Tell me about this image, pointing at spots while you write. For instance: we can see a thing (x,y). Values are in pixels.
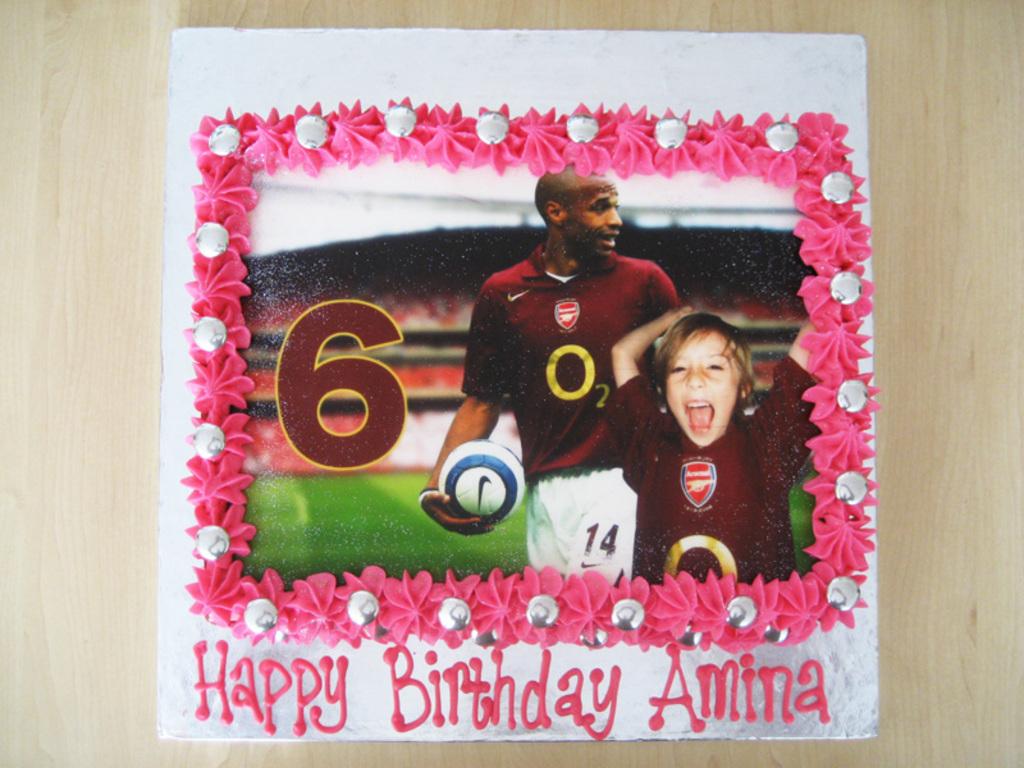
In this image I can see the cream colored surface (96,321) and on it I can see a cake (415,262) which is white and pink in color. On the cake (340,187) I can see a photograph (499,347) in which I can see two persons (596,386) wearing brown and white colored dress (587,495) are standing, the ground (355,520), the stadium (347,272) and I can see a person (537,372) is holding a ball (477,475).
